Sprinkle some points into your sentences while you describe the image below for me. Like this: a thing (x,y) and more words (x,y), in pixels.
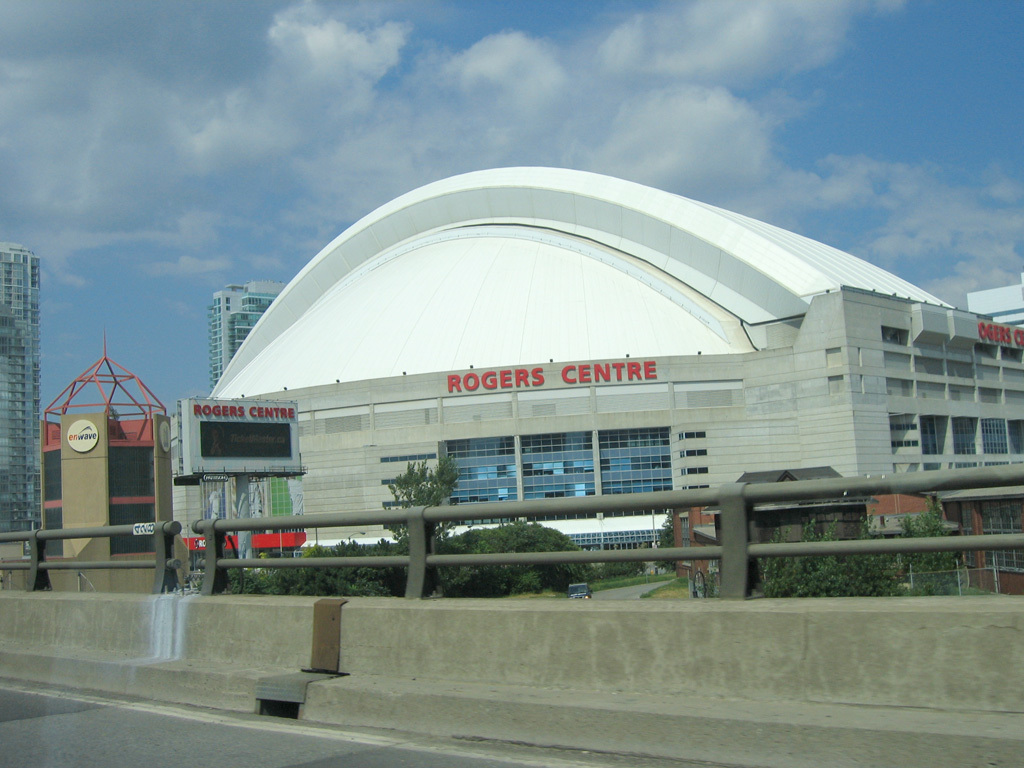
In front of the image there are railings (1015,468). There is a vehicle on the road (614,588). There are trees (544,539), buildings (437,426) and a display board (260,458). At the top of the image (353,63) there are clouds (203,125) in the sky (259,78).
